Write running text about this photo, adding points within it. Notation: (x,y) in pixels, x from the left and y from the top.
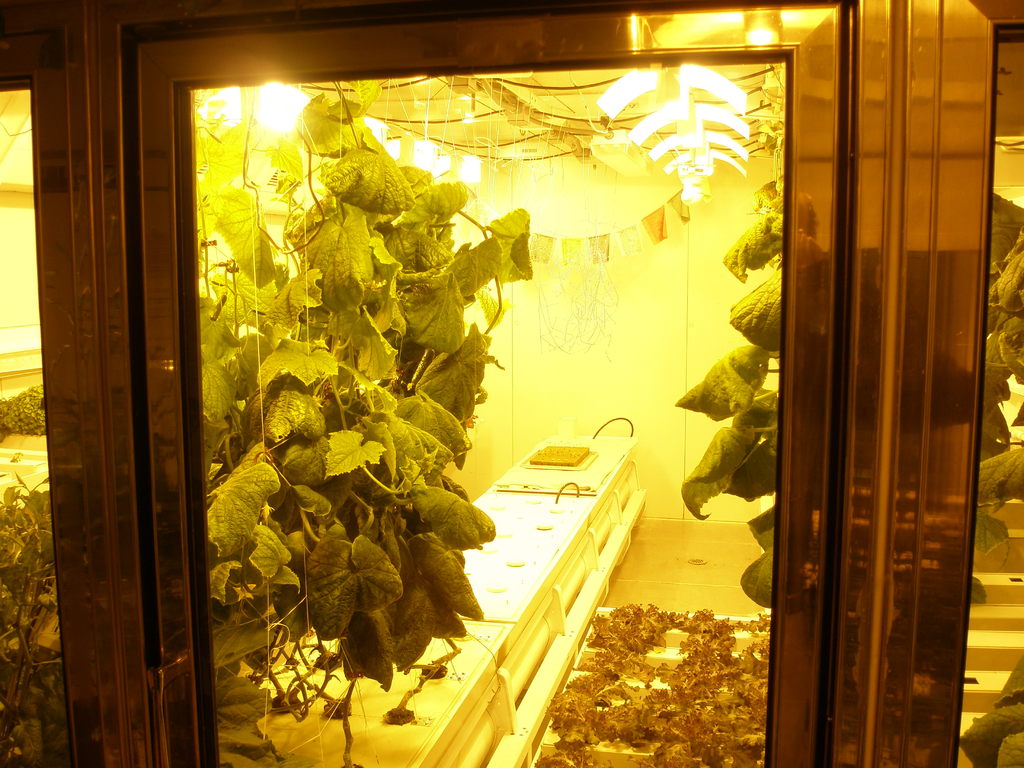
In this picture we can see a glass door (198,546) and behind the door (163,765) there are leaves (301,448) and other things (478,595). Behind the leaves (487,529) there is a wall (642,294) and there are lights (257,104) on the top (633,134).
